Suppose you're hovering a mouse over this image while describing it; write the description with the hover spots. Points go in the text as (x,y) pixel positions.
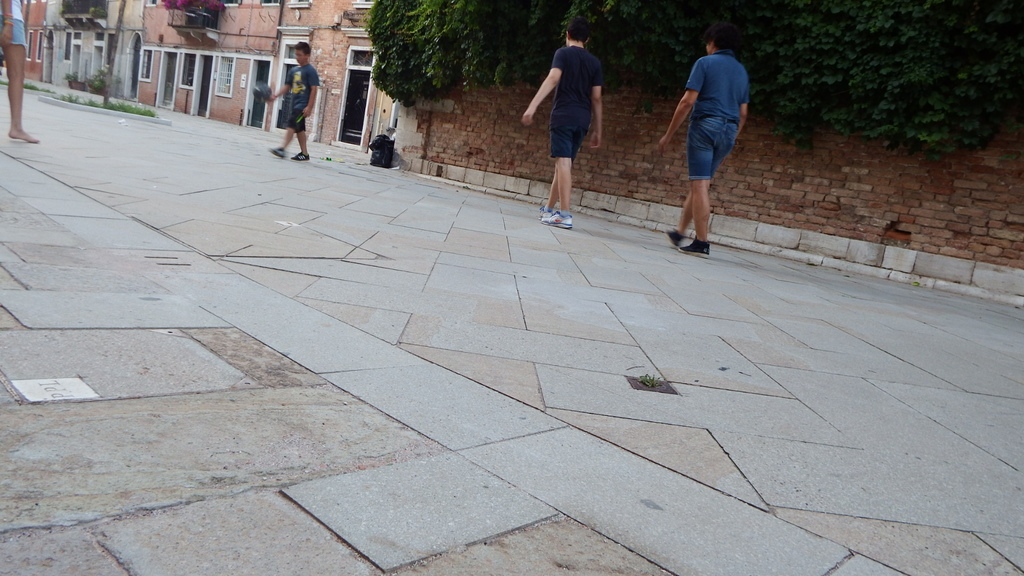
In this image we can see people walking on the road (364,280). In the background of the image (243,66) there are buildings (325,83) with doors (255,78) and windows (220,74). To the right side of the image (876,141) there is wall (893,181). There are leaves (445,14).
